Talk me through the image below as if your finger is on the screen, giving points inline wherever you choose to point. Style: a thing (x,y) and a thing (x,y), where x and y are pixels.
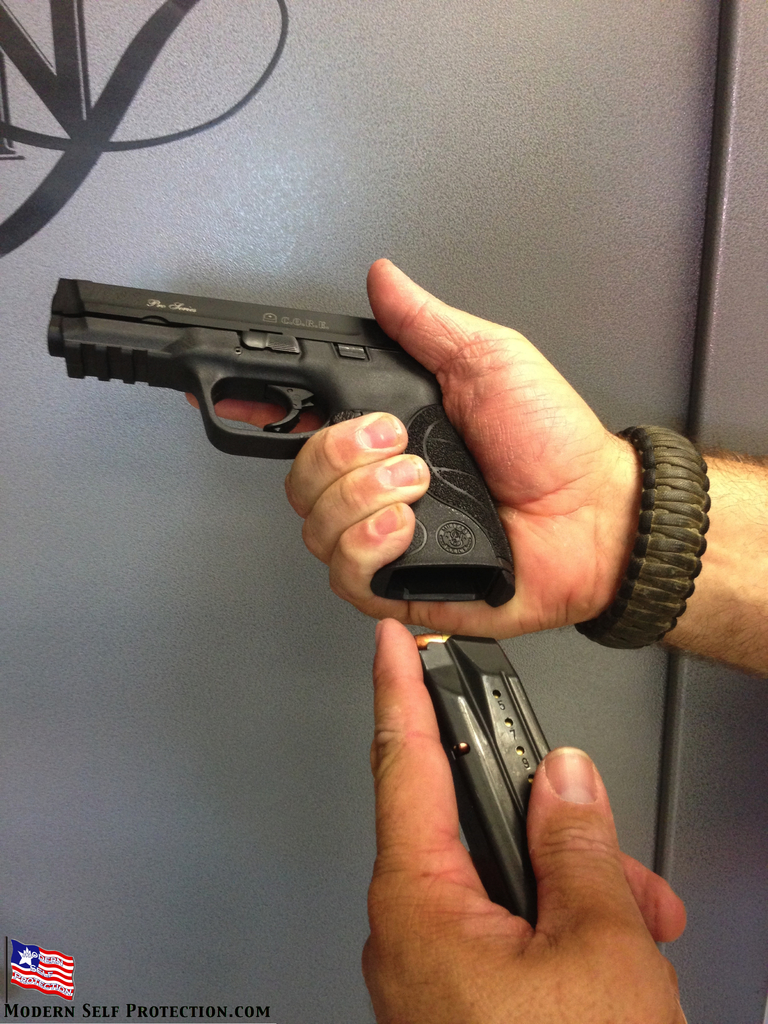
In this image, I can see a person hands (555,496) holding a handgun (444,559) and bullets (470,662). This looks like a wall (336,100) with a logo (107,133) on it. I can see the watermark (54,1006) on the image.
